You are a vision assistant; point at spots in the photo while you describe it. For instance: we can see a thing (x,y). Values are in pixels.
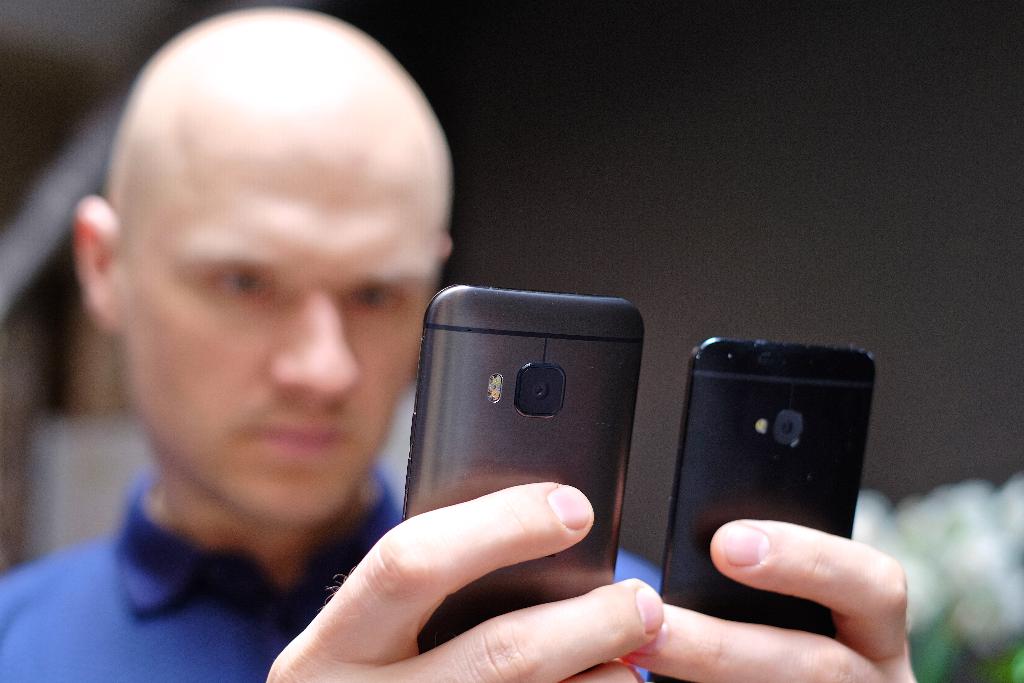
In this image, There is a man (794,681) who is holding the mobile phones (684,504) which are in black color, He is wearing a blue color shirt (177,609).
